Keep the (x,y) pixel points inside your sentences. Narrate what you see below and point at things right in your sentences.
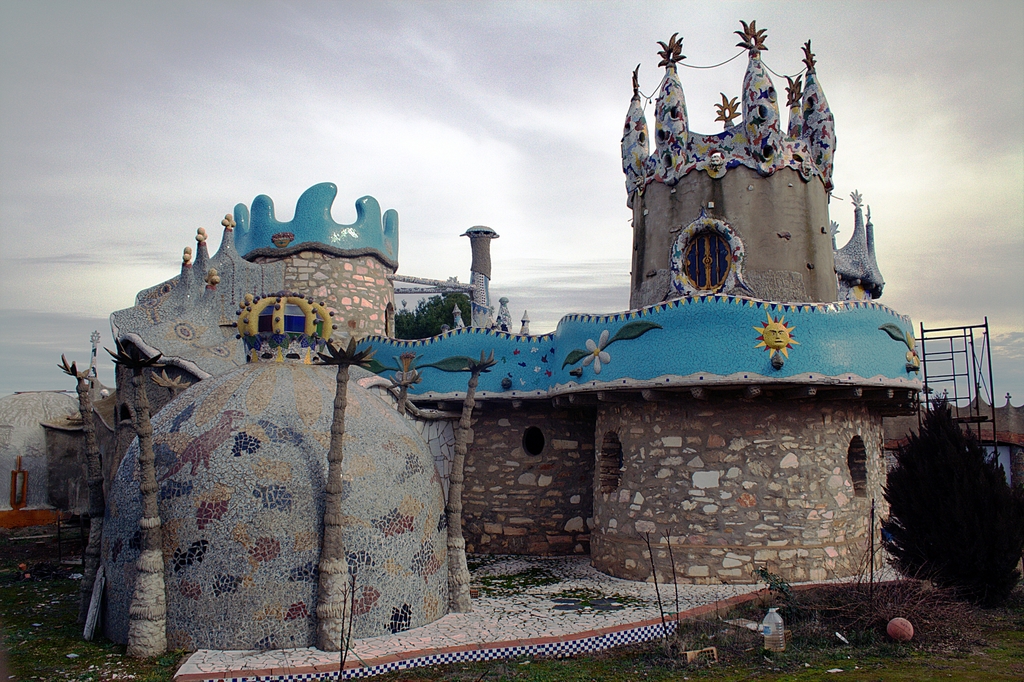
In this image we can see a castle (772,490) with trees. On the right side of the image (930,497) there is a plant (943,468). At the bottom of the image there is grass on the surface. In the background of the image (454,326) there is a tree (451,300) and sky (371,104).
